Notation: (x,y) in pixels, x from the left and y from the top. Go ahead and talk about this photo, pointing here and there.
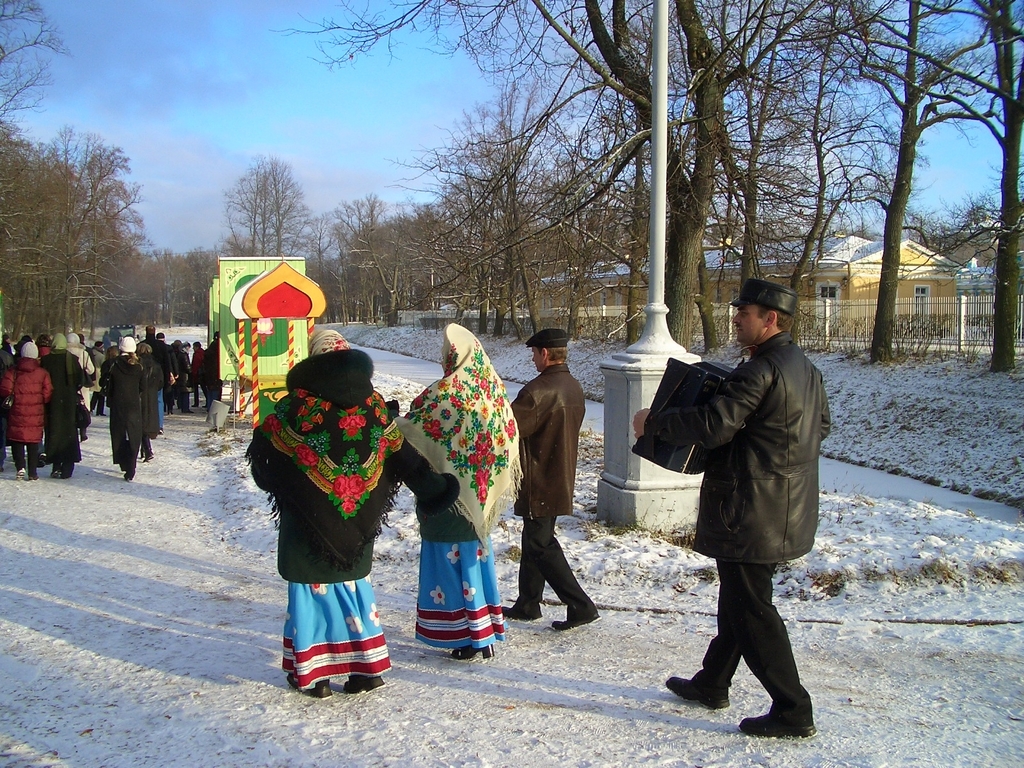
This picture is taken from the outside of the city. In this image, in the middle (556,464), we can see three people (492,575) are walking on the road (472,700). On the right side (756,282), we can see a man (680,424) wearing a black color dress (721,399) and holding an object (715,388) in his hand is walking on the road (639,686). On the left side (74,348), we can see a group of people (57,341) walking on the road (42,508). On the left side (94,253), we can also see some trees (110,294). In the background (283,265), we can see a box (259,265), pole (660,300). In the background (371,217), we can also see some trees (753,201), houses (922,253), glass window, metal grill (804,305). At the top (262,61), we can see a sky (261,56), at the bottom (57,600), we can see land (715,763) and a snow (185,602).
